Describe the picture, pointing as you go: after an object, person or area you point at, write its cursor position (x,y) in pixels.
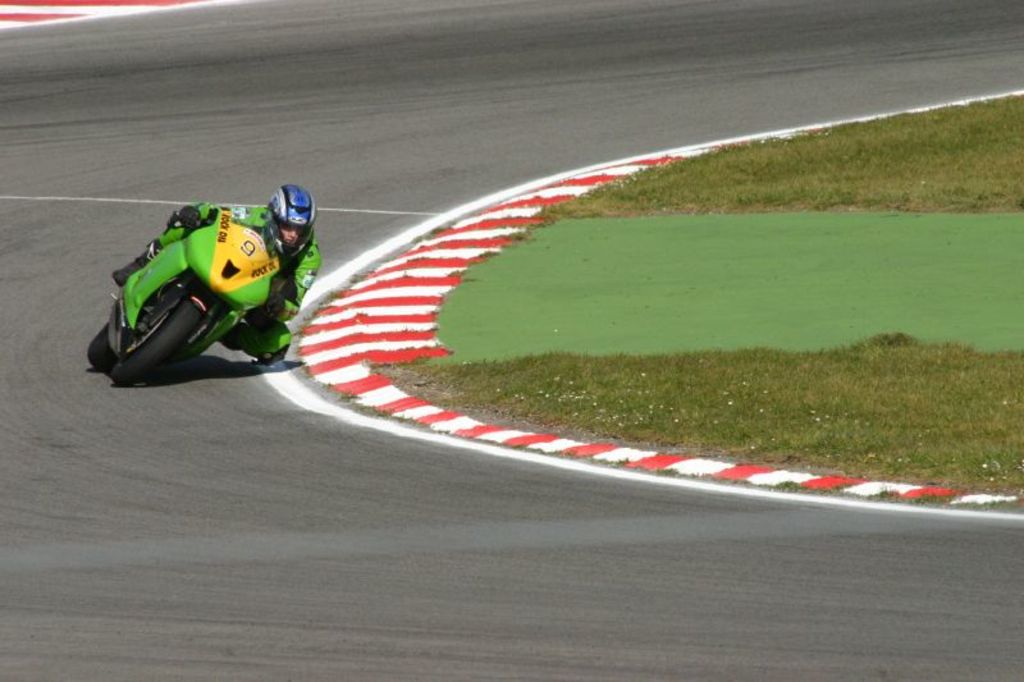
In this image we can see a person (262,213) wearing helmet (284,217) and gloves (190,217). And he is riding a motorcycle (191,242) on the road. On the ground (704,355) there is grass (749,174).
